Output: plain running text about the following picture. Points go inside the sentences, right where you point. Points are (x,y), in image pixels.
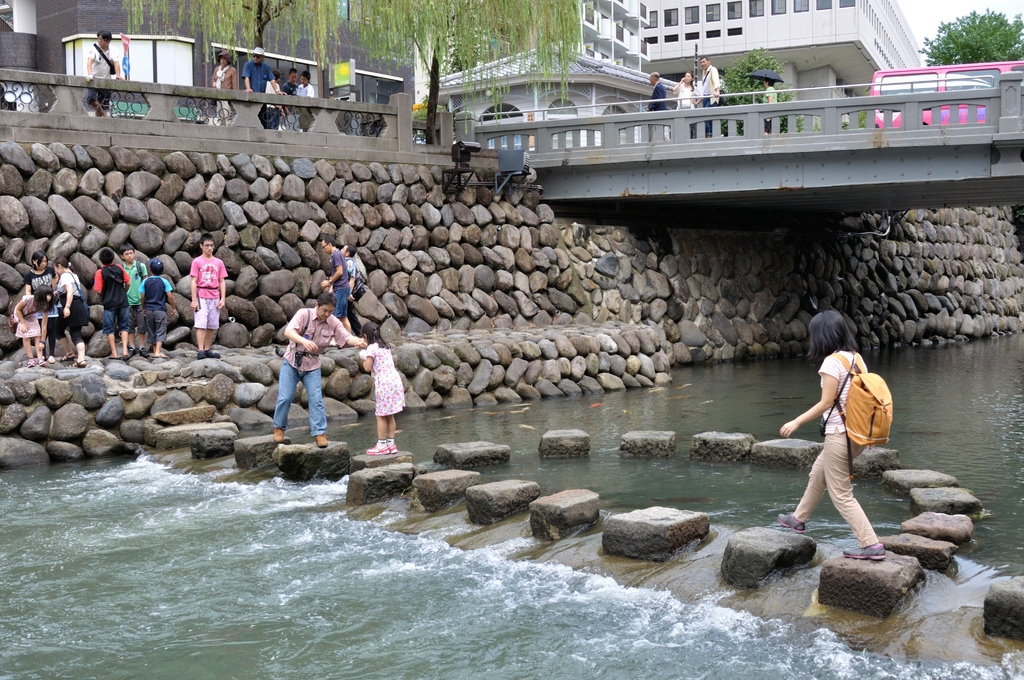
In the foreground of the picture (308,312) I can see three persons (378,351) walking on the rocks (448,456). I can see the lake (562,478) and there are rocks (256,250) on the side of the lake (421,453). I can see a few of a person's (342,310) standing on the rocks (319,273). In the background (178,15), I can see the buildings (805,63) and trees (365,48). I can see the bridge construction (805,150) on the right side (901,105) and there is a vehicle (959,65) on the bridge (813,120).
